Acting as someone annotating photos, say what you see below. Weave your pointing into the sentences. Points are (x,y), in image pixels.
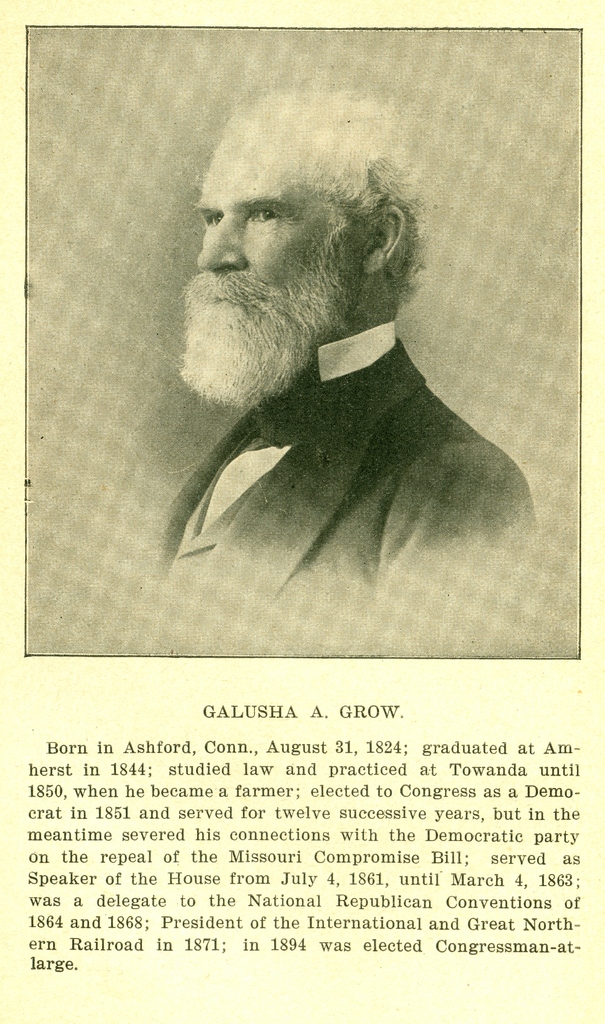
This picture looks like a poster, I can see image of a man (211,450) and text (214,765) at the bottom of the picture (240,826).
